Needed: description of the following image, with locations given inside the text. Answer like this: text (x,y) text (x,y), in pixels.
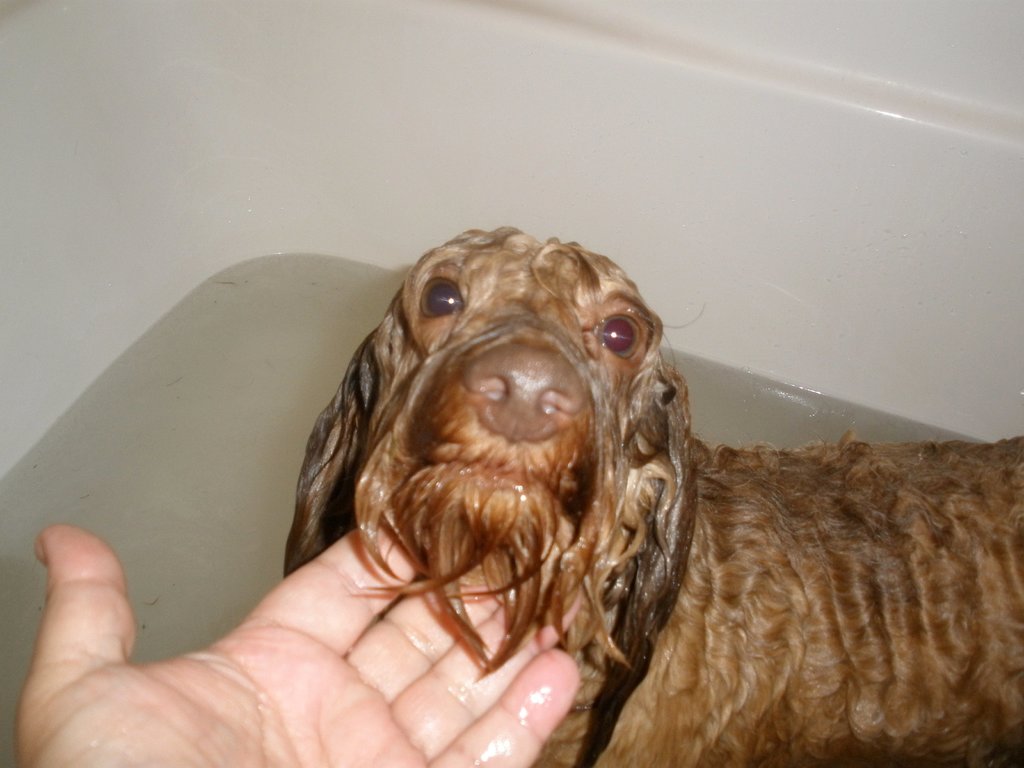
In this picture we can see a puppy (438,304) in a bathtub (286,523) having a bath and near someone's hand (414,609).
